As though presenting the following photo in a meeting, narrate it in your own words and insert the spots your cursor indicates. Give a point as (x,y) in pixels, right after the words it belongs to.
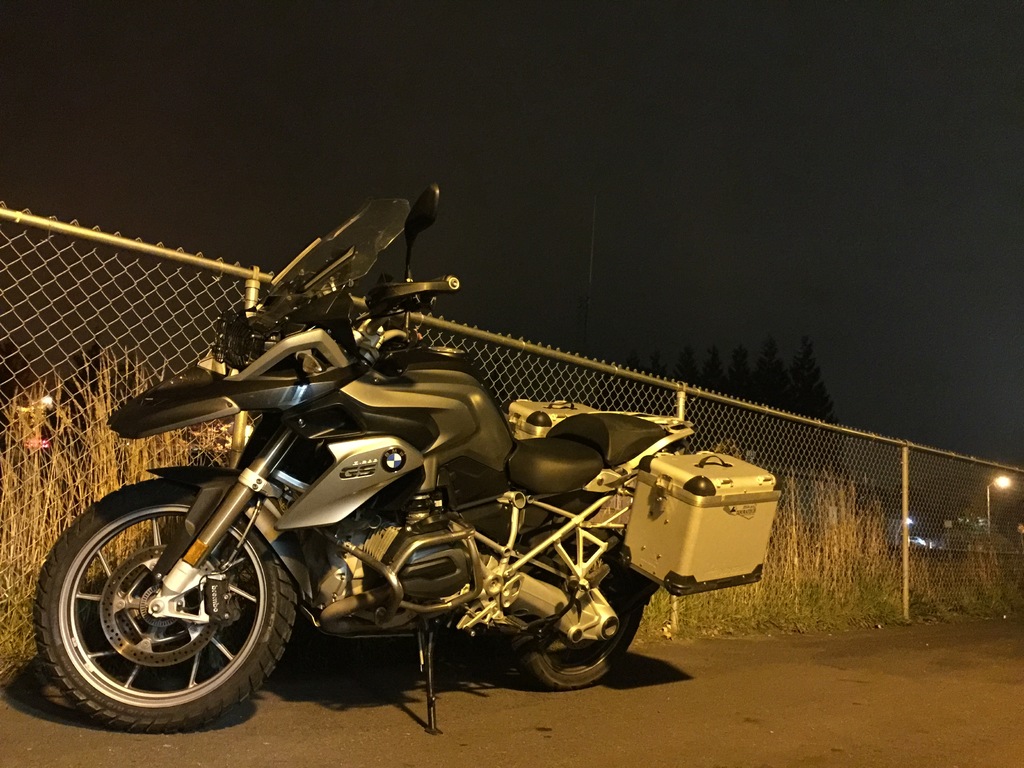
This is an image clicked in the dark. Here I can see a bike (427,617) on the road (516,738). At the back of it there is a net fencing (134,325) and some plants (50,481). On the right side (987,516) there is a street light (1000,483).
